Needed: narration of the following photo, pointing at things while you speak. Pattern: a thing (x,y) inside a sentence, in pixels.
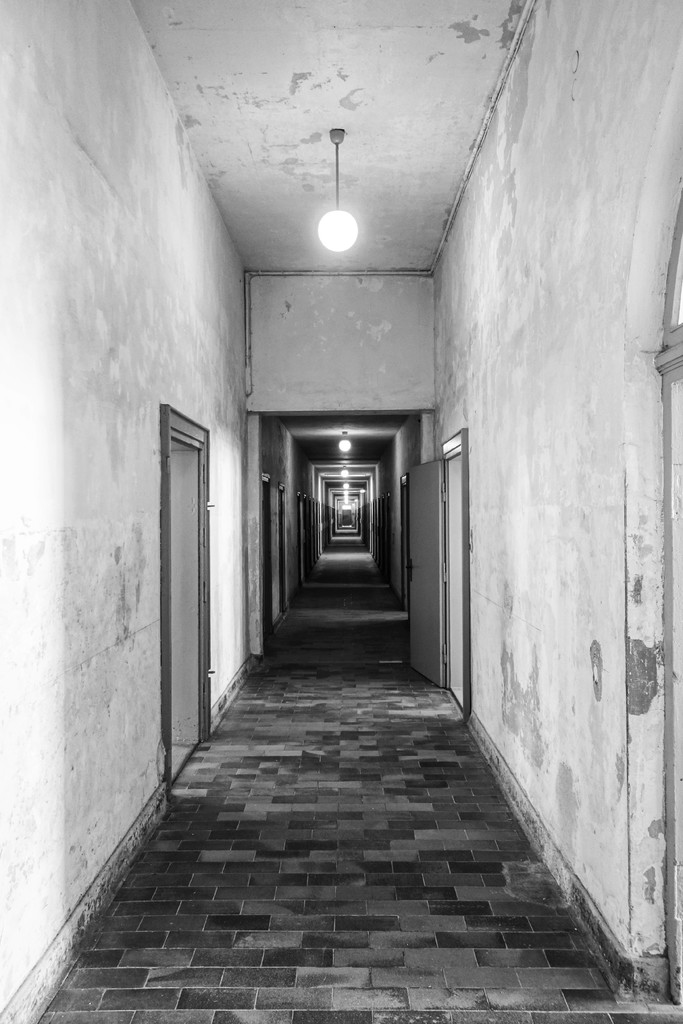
In this image we can see the wall (507,239) and both the sides there are doors (166,659) and at the top (326,235) we can see the lights (332,140).
